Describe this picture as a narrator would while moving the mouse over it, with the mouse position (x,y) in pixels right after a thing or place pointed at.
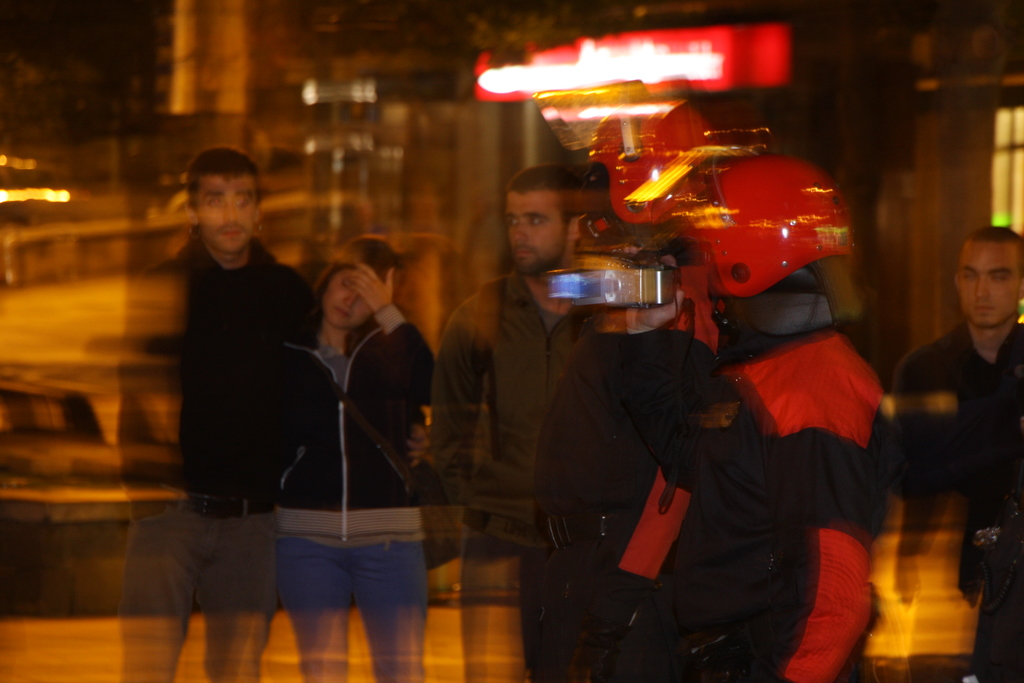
In this picture I can see group of people (549,414) are standing. Here I can see red color object (750,282).
